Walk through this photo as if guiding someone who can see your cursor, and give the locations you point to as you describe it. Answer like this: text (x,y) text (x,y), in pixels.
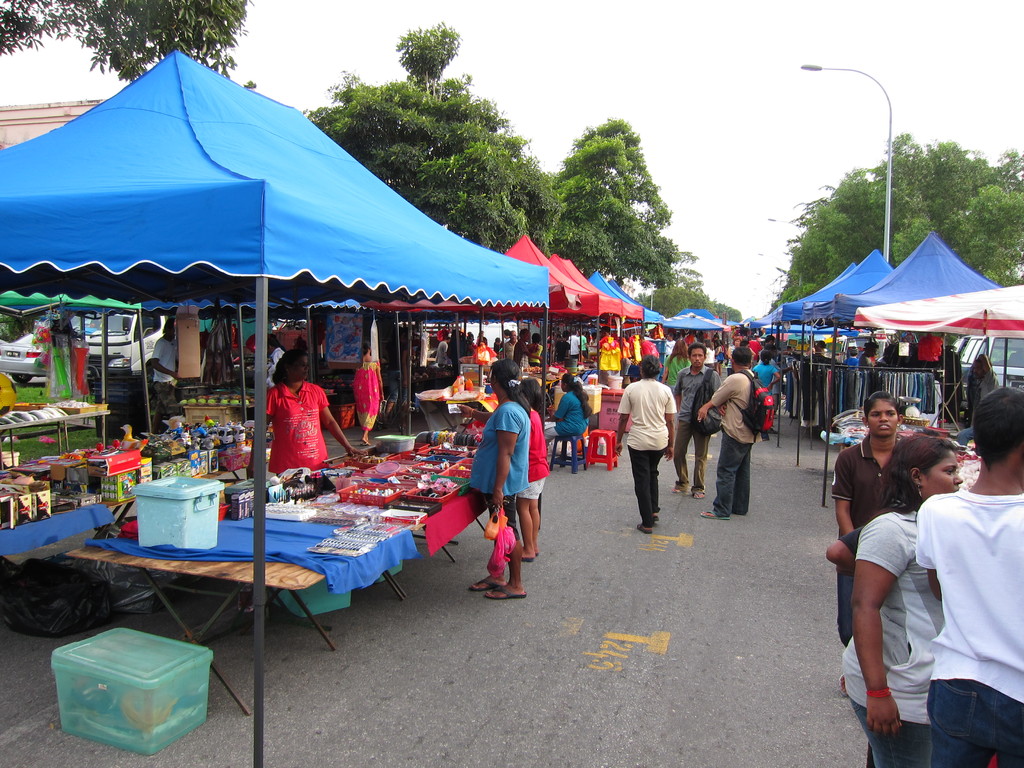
In this picture we can observe a road (538,644) on which there are some people (512,462) standing. We can observe blue and red color tents (897,324) on either sides of the road (593,546). Under this tents (334,271) there are some stores (286,521). We can observe a red color stool (611,445) and two blue color boxes (151,542). There is a street light pole (888,188) on the right side (848,69). In the background (582,229) there are trees (880,201) and a sky (641,68).
